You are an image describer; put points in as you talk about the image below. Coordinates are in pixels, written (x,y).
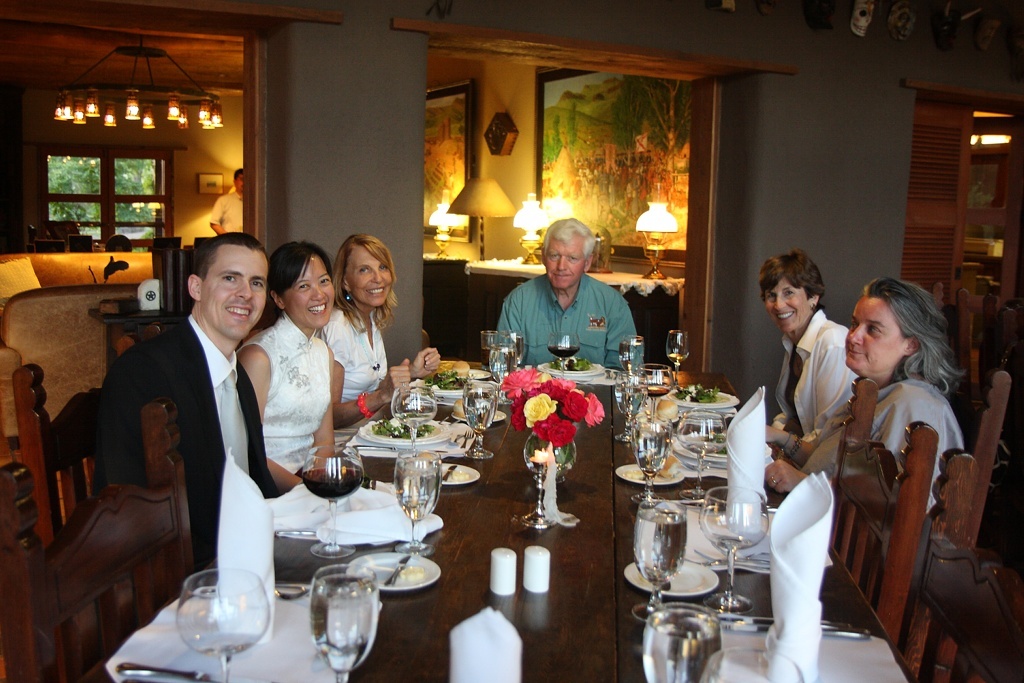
In this picture we can see some persons (769,427) are sitting on the chairs (958,570). This is the table (567,570). On the table (593,639) there are some glasses (349,580), plates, and there is a flower vase (557,458). On the background (398,146) we can see the wall (741,229). And these are the lights (647,226). And there is a frame (604,144).
